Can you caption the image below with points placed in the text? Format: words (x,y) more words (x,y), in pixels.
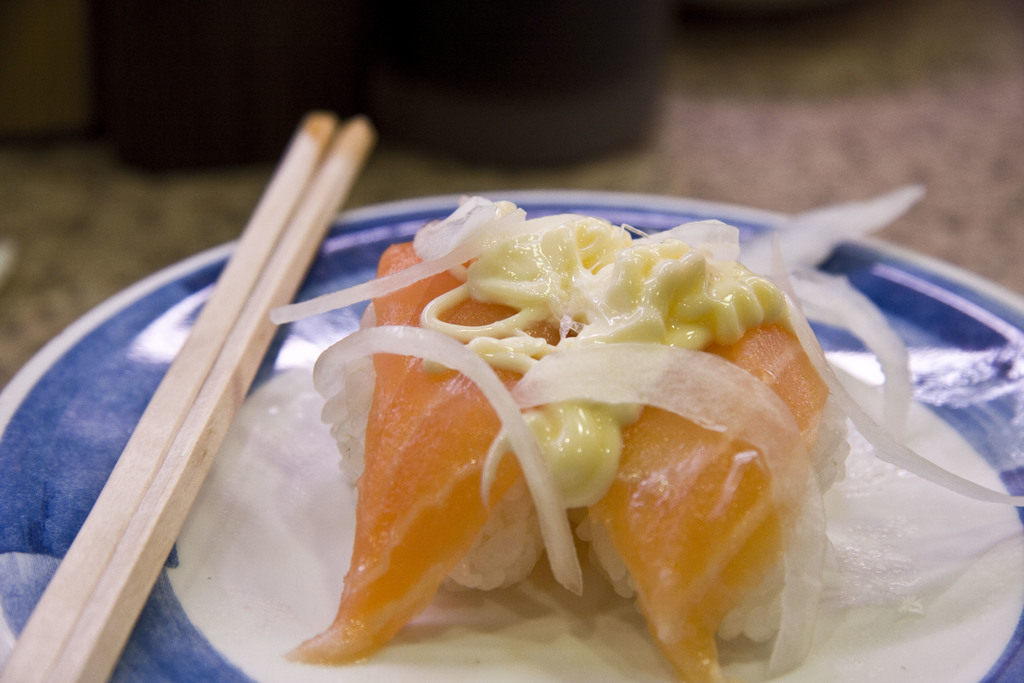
There is a food (408,286) in plate (131,429) with two chopsticks (125,453).
